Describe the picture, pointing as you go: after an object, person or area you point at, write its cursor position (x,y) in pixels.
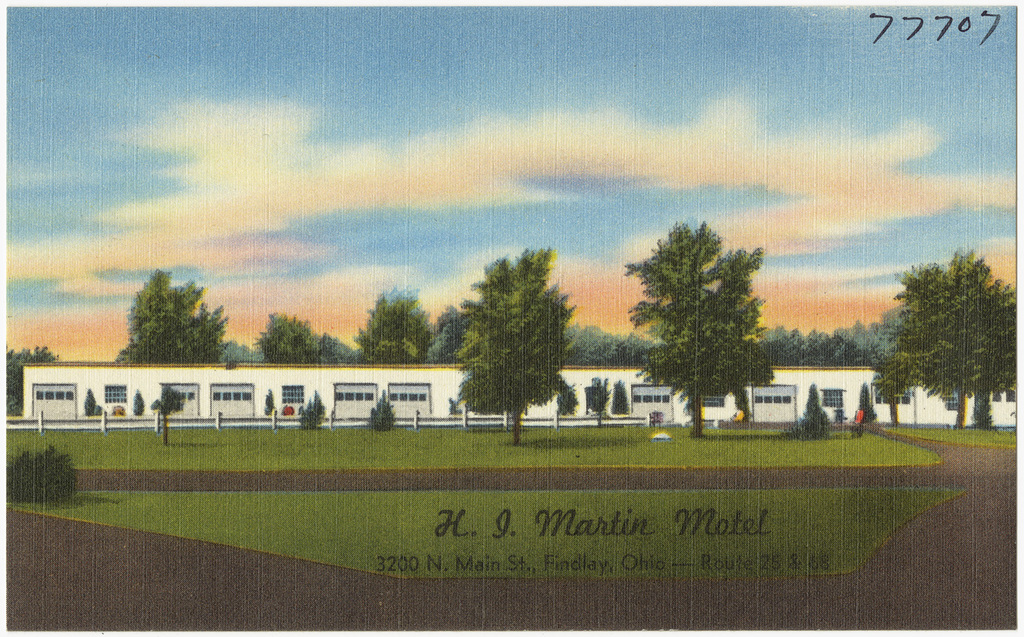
In this image we can see a painting (612,414). In the painting (473,380) we can see a building (61,376). In front of the building (200,400) we can see the fence (331,413), grass (477,440), plants (306,417) and the trees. Behind the building (790,411) we can see a group of trees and the sky (828,205). In the top right (976,34), we can see the text (971,17). At the bottom (736,510) we can see the text (712,520).
